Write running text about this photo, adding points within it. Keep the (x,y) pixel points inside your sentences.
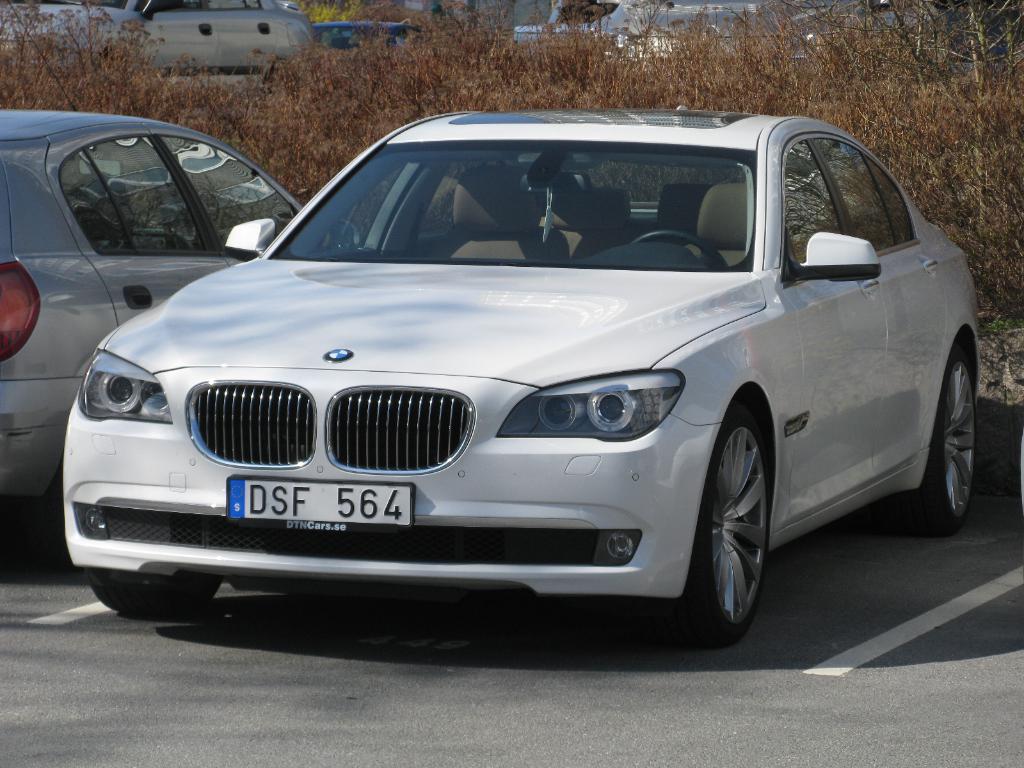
In the picture there is a BMW car (527,399) it is of white color and it is parked beside the road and there is another car (138,214) beside the BMW (120,349) and behind the cars (67,320) there are a lot of dry plants (504,71).
